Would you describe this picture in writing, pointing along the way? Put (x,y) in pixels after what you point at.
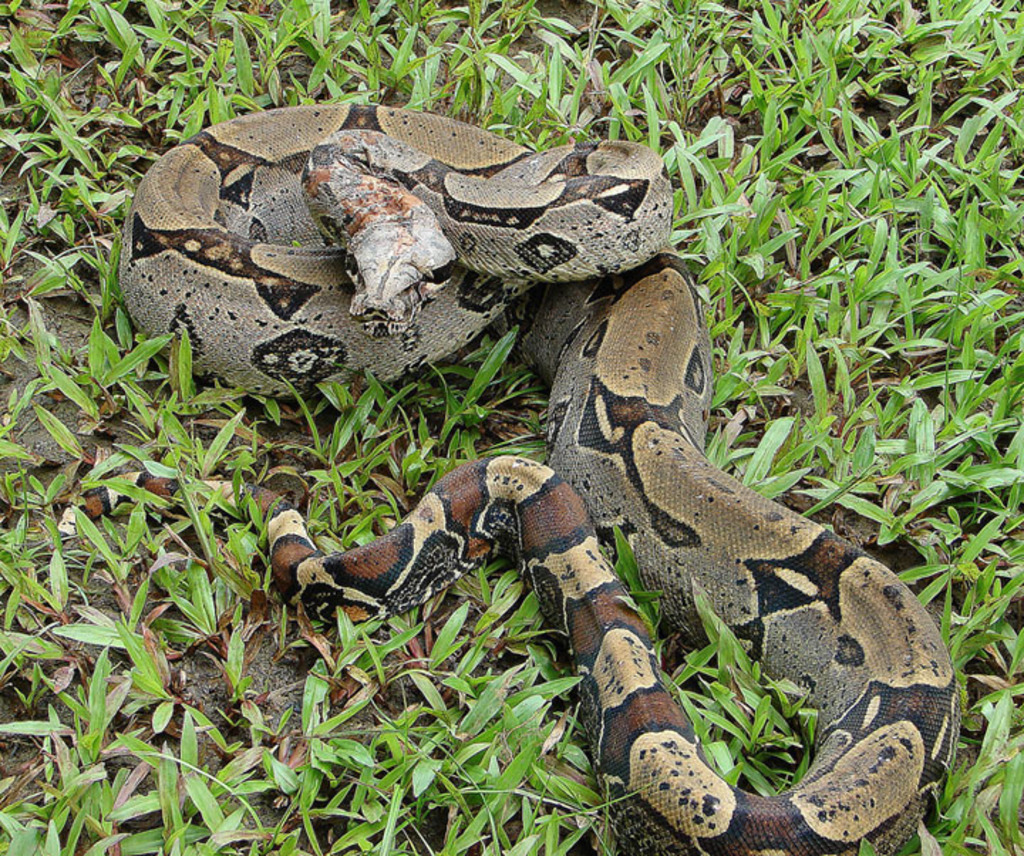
In this picture i can see a snake (450,473) and grass (196,804).
